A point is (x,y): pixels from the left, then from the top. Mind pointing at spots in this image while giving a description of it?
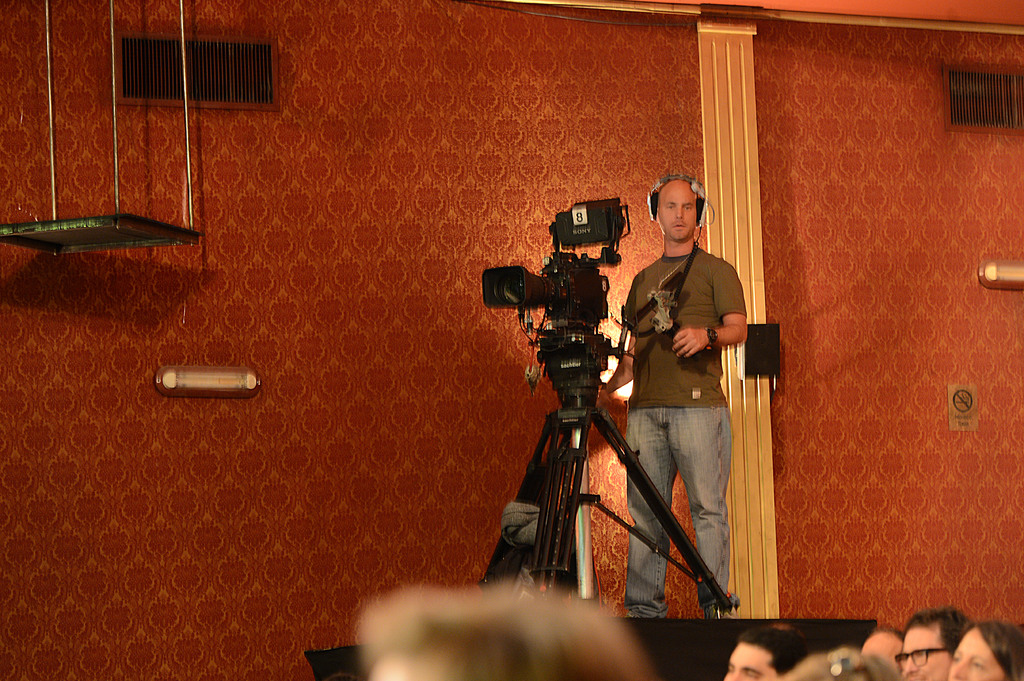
In this picture I can see a person (714,356) is standing and wearing headphones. Here I can see a video camera (510,296). Here I can see group of people (567,631) and a wall (345,312) which has some objects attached to it. Here I can see an object (115,173).
